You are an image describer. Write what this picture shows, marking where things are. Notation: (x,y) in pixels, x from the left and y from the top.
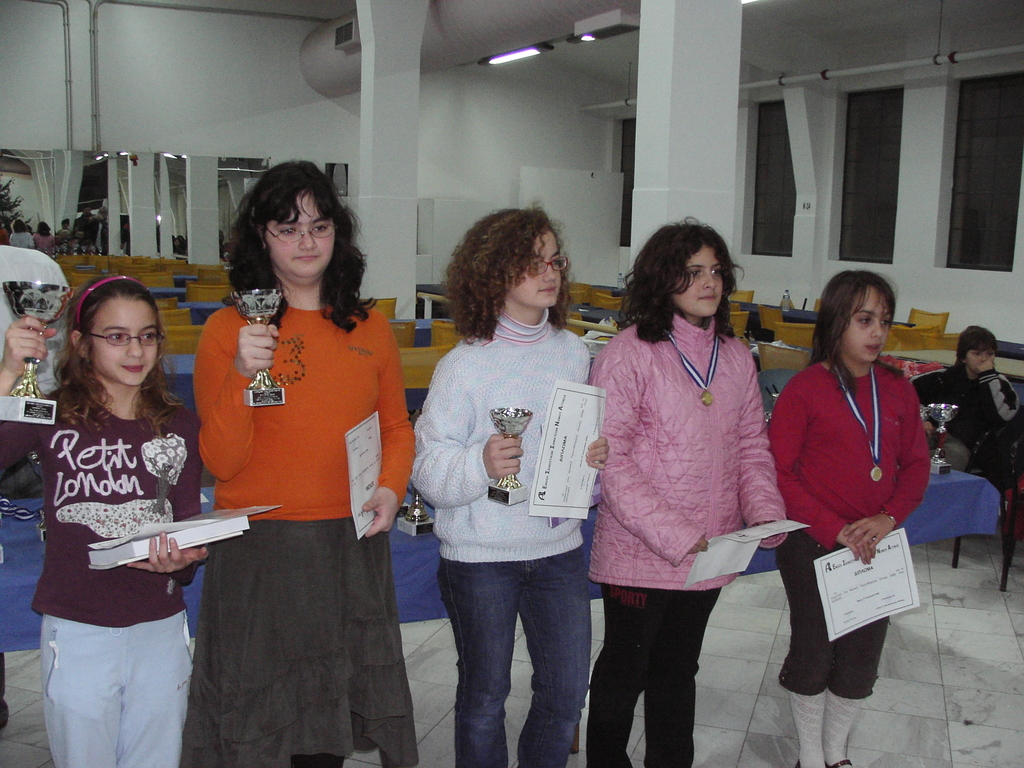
In this picture I can see the people (468,284) holding the trophies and certificates (572,461). I can see a number of sitting chairs (585,328). I can see the tables (420,543). I can see the mirror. I can see light arrangement (505,58) on the roof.
